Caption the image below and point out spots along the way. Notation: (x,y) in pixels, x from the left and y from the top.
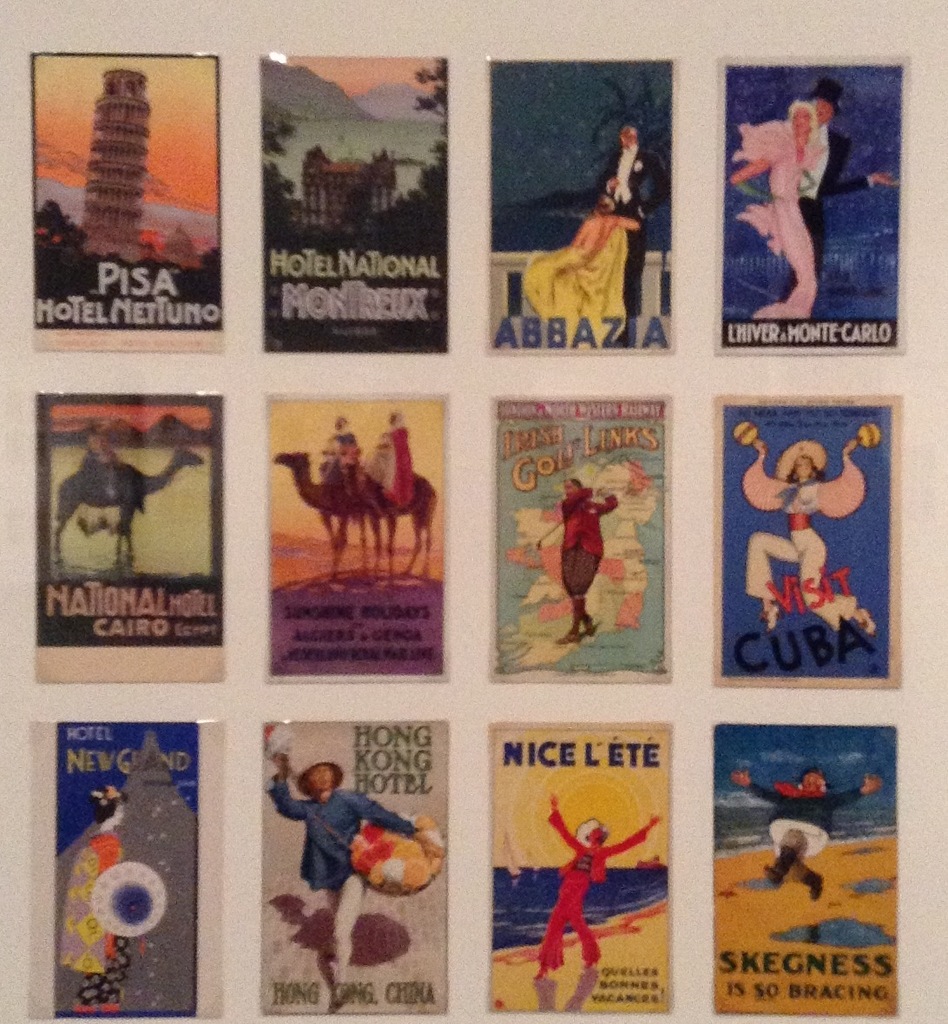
In this image I can see few papers (88,486) attached to the wall (473,683) and the wall (456,687) is in white color, in this image I can see few animals (322,513) and in front (324,823) I can see a person (328,834) wearing blue shirt (324,863), white pant (346,919) and I can also see few cartoon images (532,476).
